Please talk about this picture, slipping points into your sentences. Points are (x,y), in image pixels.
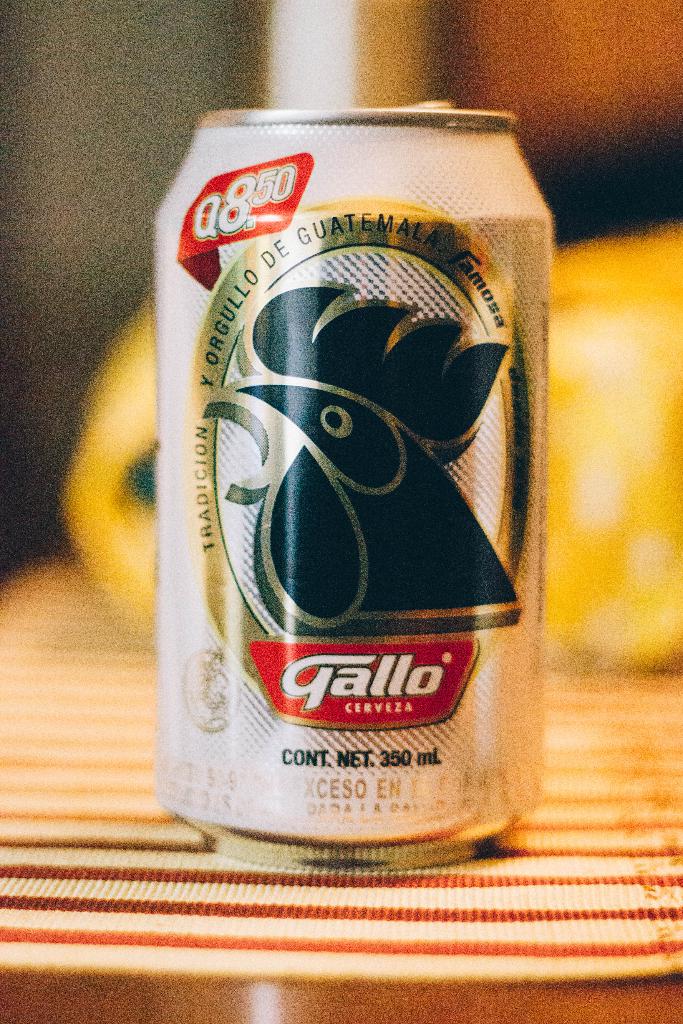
In this image we can see a tin (365,303) on the table (353,882) and a blurry background (25,246).
